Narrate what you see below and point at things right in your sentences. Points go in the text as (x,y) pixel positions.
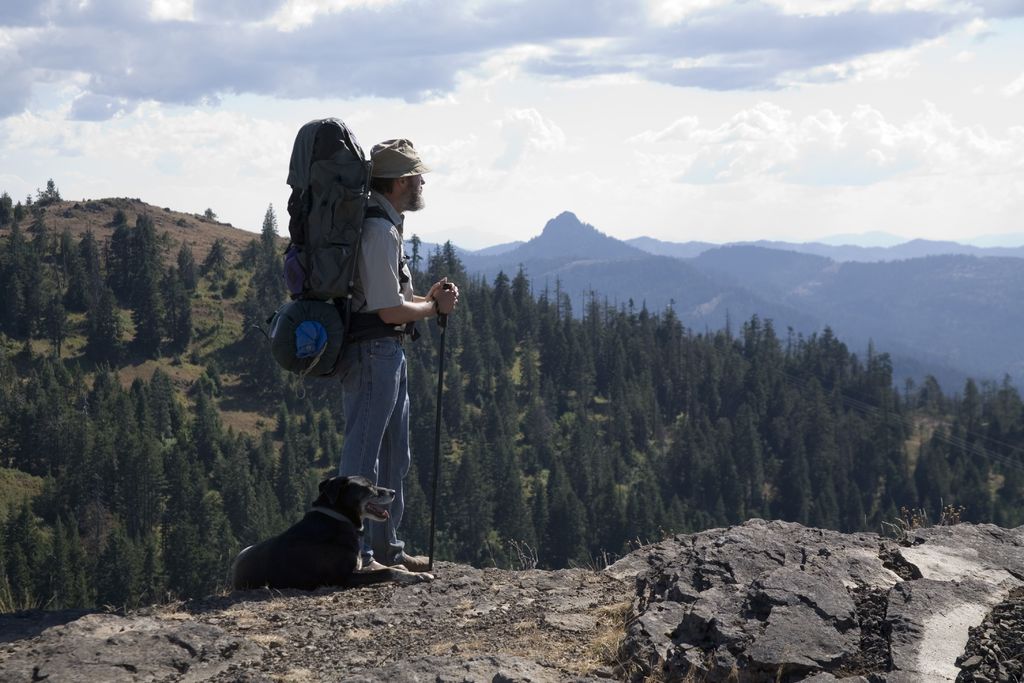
In this image I can see the person (401,234) standing and holding some object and the person (384,232) is wearing the bag (336,268) and I can also see the dog (315,556) in black color. In the background (492,442) I can see the mountains (177,247), trees (690,381) in green color and the sky (475,103) is in blue and white color.
